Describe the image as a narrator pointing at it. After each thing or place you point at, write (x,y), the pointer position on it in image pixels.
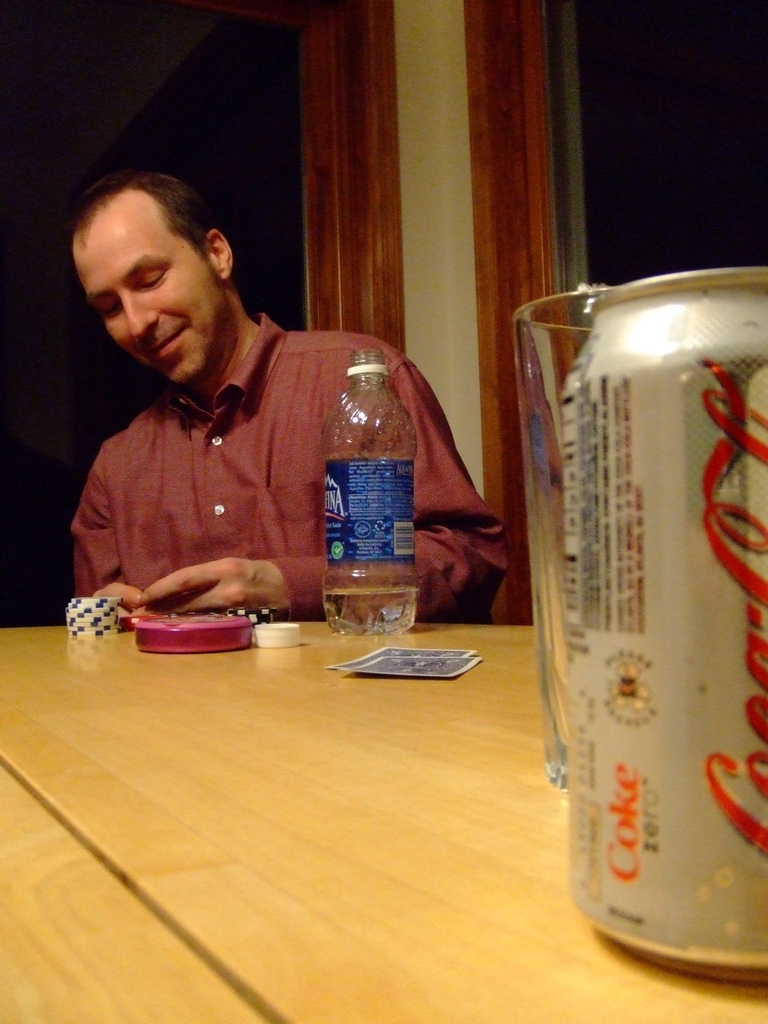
The person (244,500) is sitting in front of a table (343,653) which has coke (661,642), glass (546,510), water bottle (376,497), playing cards (388,649) and some objects (270,614) on it.
